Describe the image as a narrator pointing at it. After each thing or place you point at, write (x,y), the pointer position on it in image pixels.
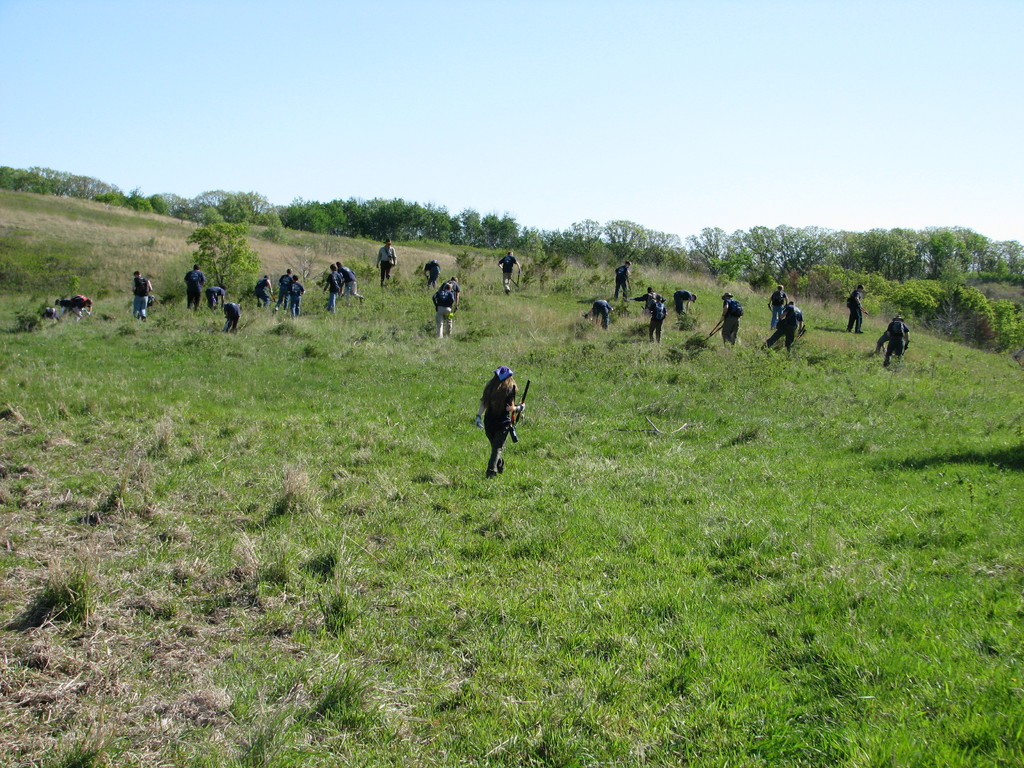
This is an outside view. On the ground (531,679), I can see in the grass (612,571). In the middle of the image (496,405) I can see a woman (496,413) holding a tool (514,434) in the hand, wearing a cap (508,377) on the head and walking. In the background (196,299), I can see some more people (288,285) are walking and also I can see many trees (612,245). At the top of the image (377,72) I can see the sky (254,89).
